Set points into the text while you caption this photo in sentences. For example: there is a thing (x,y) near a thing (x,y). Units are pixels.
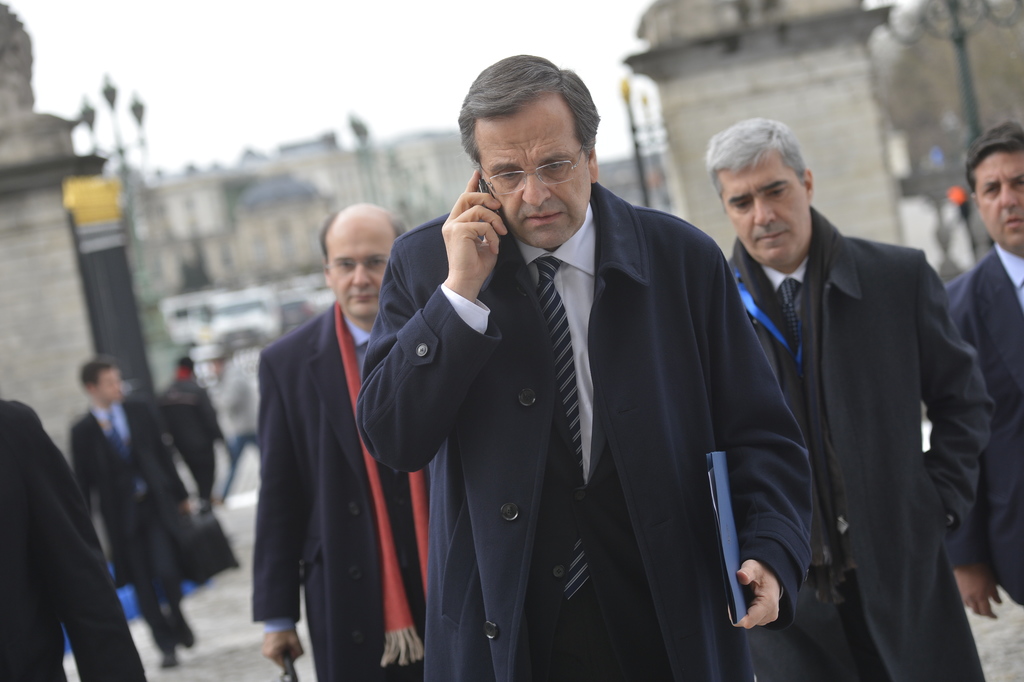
In this picture, we see the men (656,259) are standing. The man (656,259) in front of the picture is holding a file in his hand (761,578) and he is talking on the mobile phone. On the left side (166,588), we see a man (166,588) is walking. There are street lights (90,128) and buildings (210,213) in the background (225,275). We even see the vehicles (234,340) are moving on the road (209,592). At the top (248,24), we see the sky (315,31). This picture is blurred in the background (101,301).
